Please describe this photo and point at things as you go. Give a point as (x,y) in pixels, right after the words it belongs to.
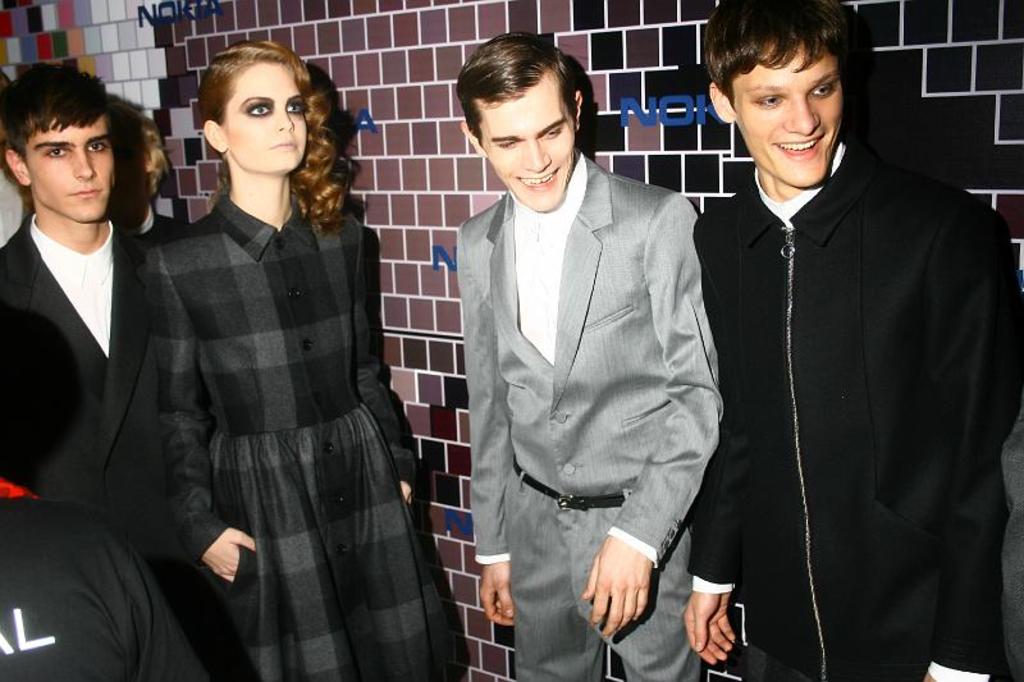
In this image we can see a group of people (355,327) standing. One woman (268,390) is wearing black dress (333,333). One person (642,502) is wearing a grey coat (607,390) with black belt (569,500). In the background (736,605), we can see wall (403,147) on which text (190,17) is present.
